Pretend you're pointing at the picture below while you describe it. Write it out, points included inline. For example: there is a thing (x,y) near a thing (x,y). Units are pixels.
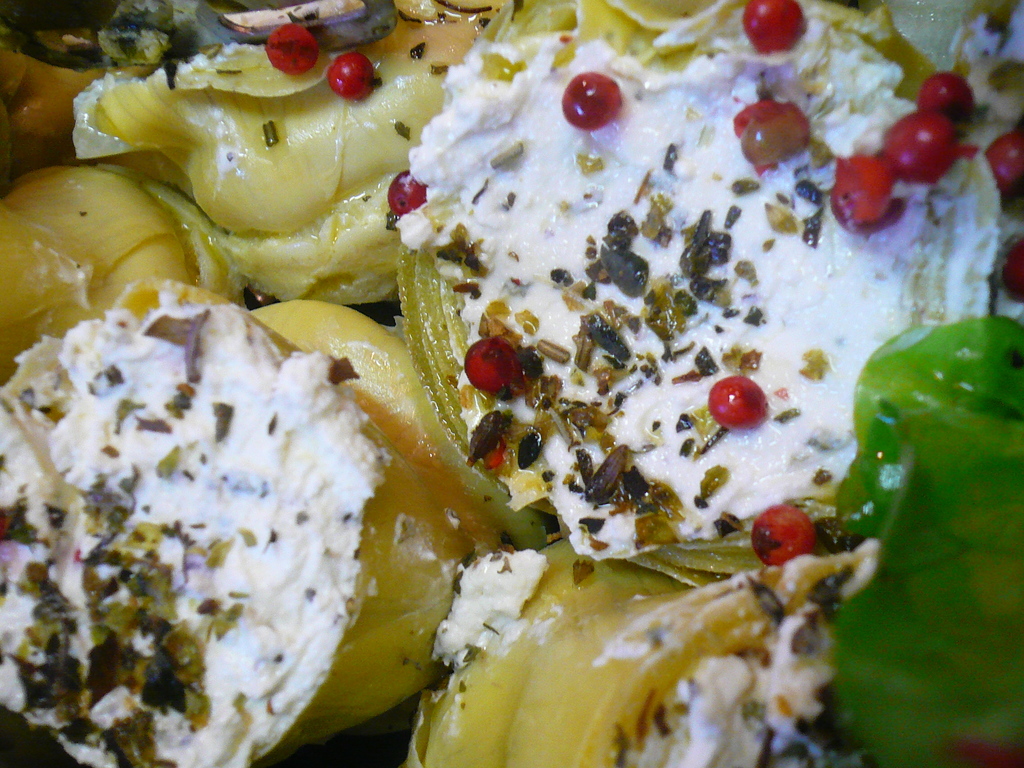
In this image I see the food (639,486) and I see the white color cream (144,386) on it and I see the red color things (789,144).
